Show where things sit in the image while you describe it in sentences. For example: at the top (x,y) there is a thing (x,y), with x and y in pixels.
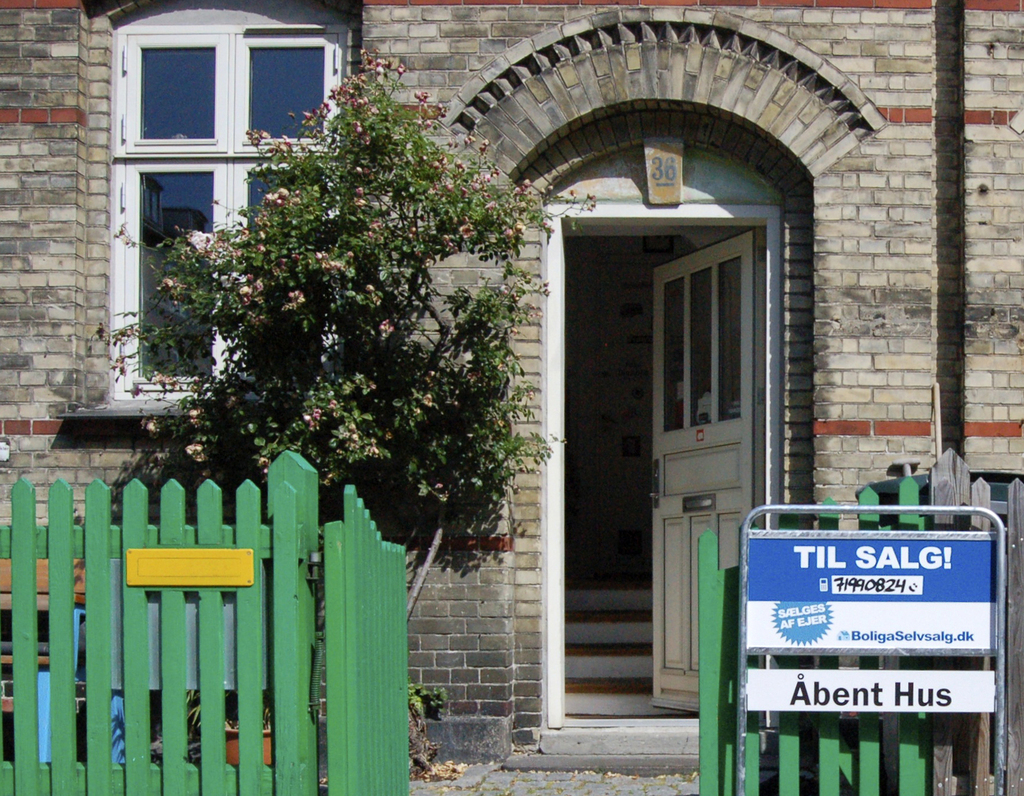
In this picture we can see the door (655,456), window (182,189), wall (792,217), sign boards (809,624), fencing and a plant (459,389) and stairs (598,683), floor (596,779) are present.
